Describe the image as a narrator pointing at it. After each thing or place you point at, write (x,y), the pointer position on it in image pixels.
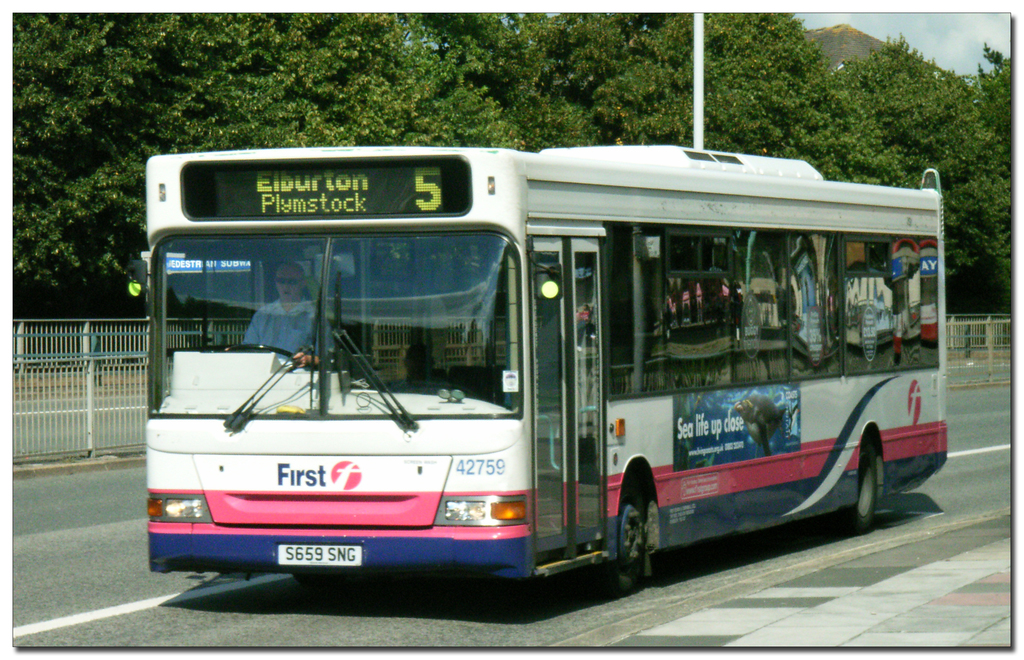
In the image there is a bus (306,523) on the road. Inside the bus (338,464) there is a man (294,309) sitting. Behind the bus (232,282) there is fencing (102,434). Behind the fencing (1006,342) there are trees (268,96) and also there is a pole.
